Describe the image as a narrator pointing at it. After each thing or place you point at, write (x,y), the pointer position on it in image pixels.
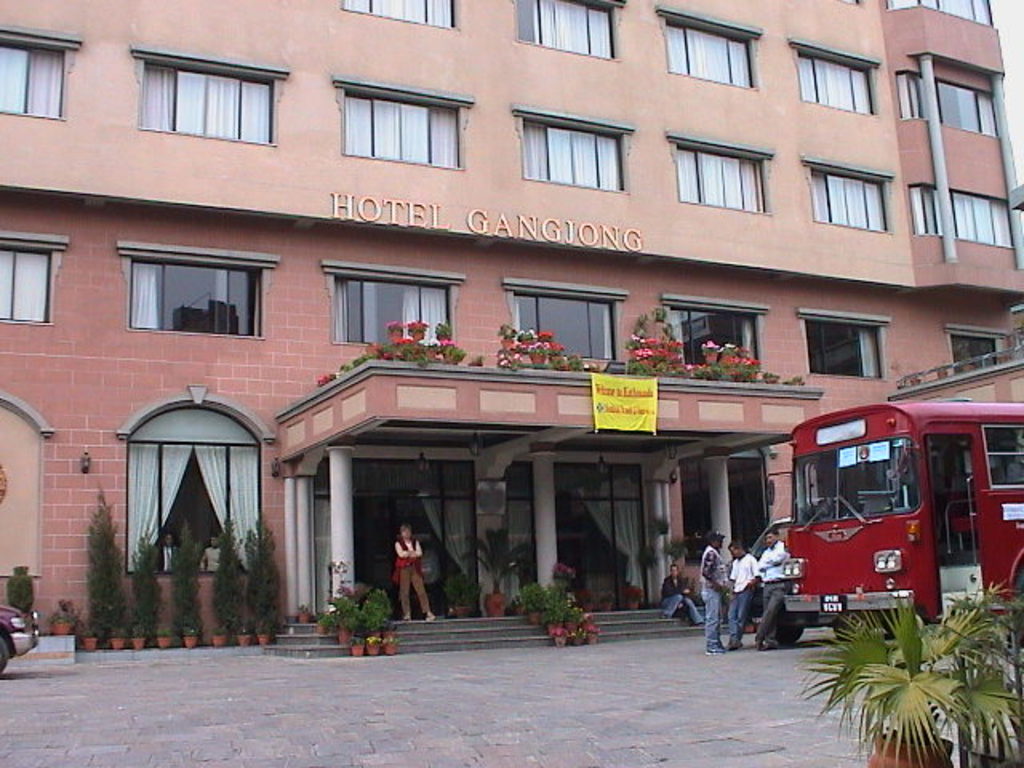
This is an outside view. On the right side (903,490) there is a bus (844,569) on the ground (774,680) and also I can see few people (734,576) are standing. In the bottom right (931,700) there is a plant pot (920,759). In the background (684,212) there is a building (180,126). In front of this building (387,580) there are many plants (137,610).
